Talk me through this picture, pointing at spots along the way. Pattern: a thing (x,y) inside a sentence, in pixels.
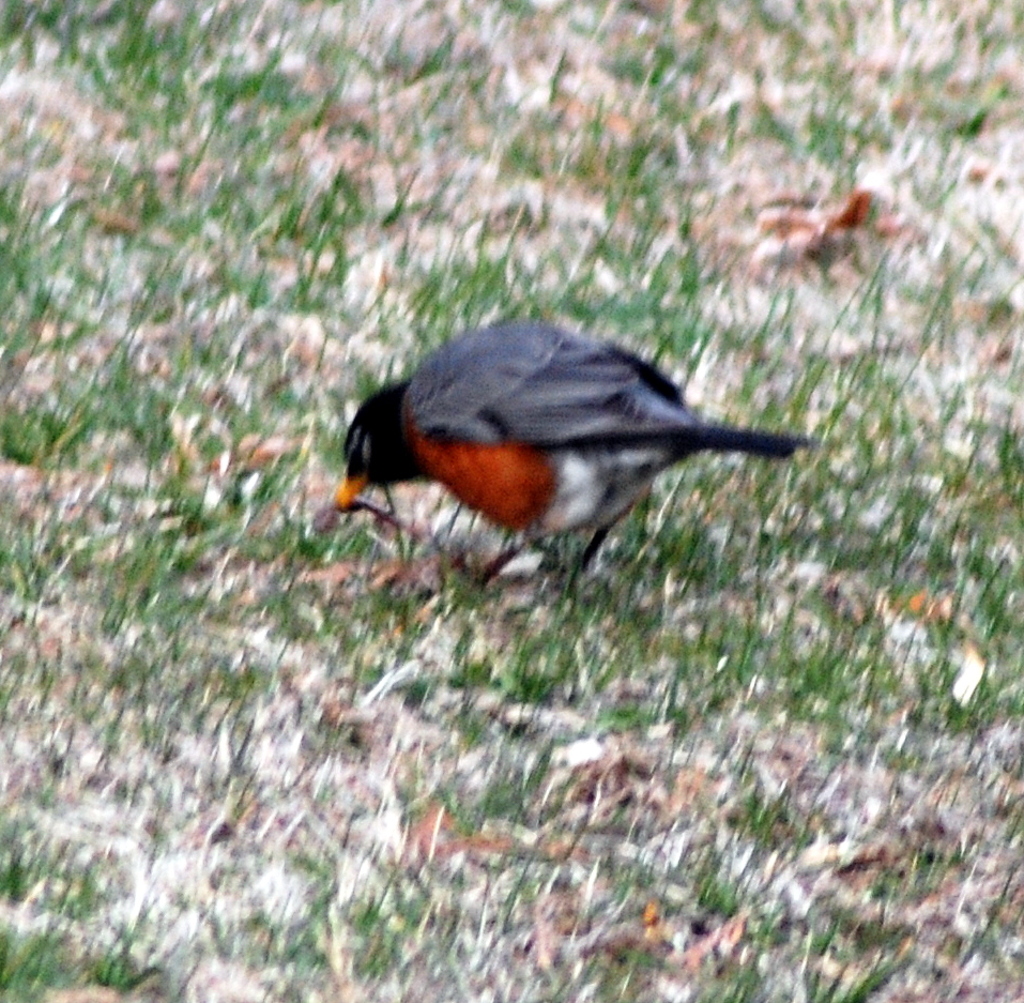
There is one bird (464,479) present on a grassy land (415,546).
